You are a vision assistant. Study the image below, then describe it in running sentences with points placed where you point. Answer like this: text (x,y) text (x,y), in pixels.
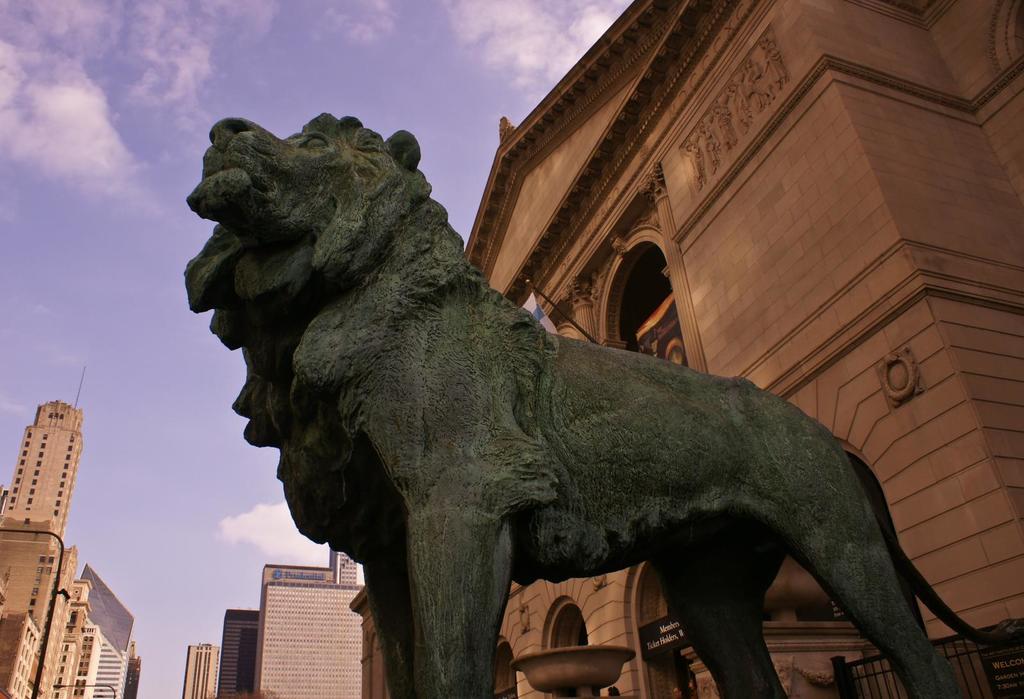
Here we can see animal statue (431,523). Background (309,598) we can see buildings (916,368), fence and sky (158,158) is cloudy.
